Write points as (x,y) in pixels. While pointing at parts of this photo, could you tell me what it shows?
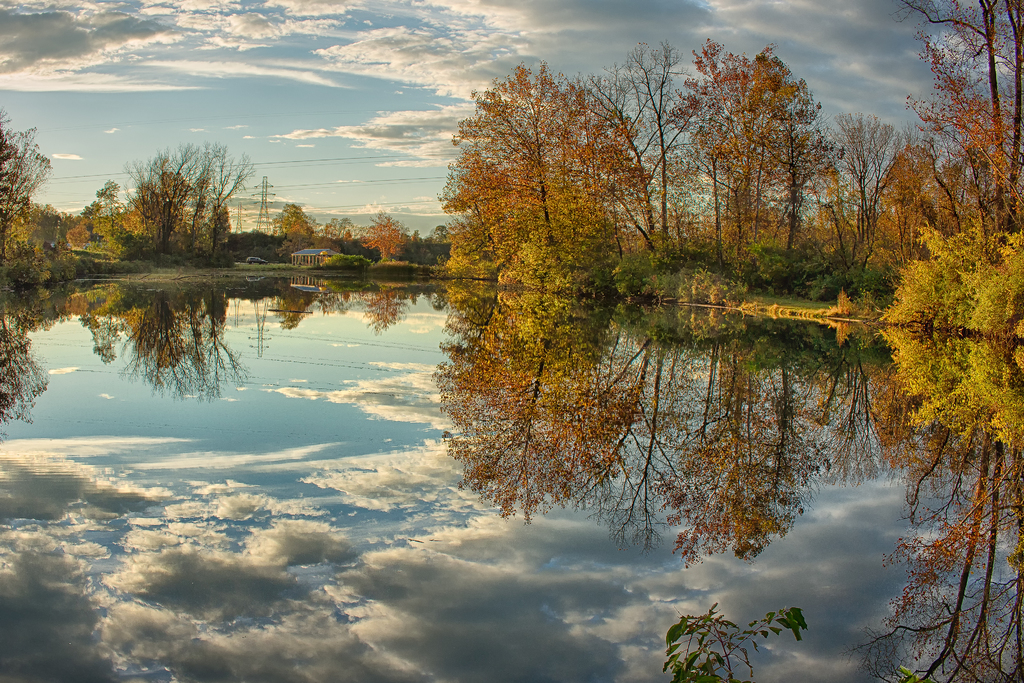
In this image there is a lake (505,412) and we can see trees (566,244). There is a tower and there are wires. In the background (299,116) there is sky (459,67).
